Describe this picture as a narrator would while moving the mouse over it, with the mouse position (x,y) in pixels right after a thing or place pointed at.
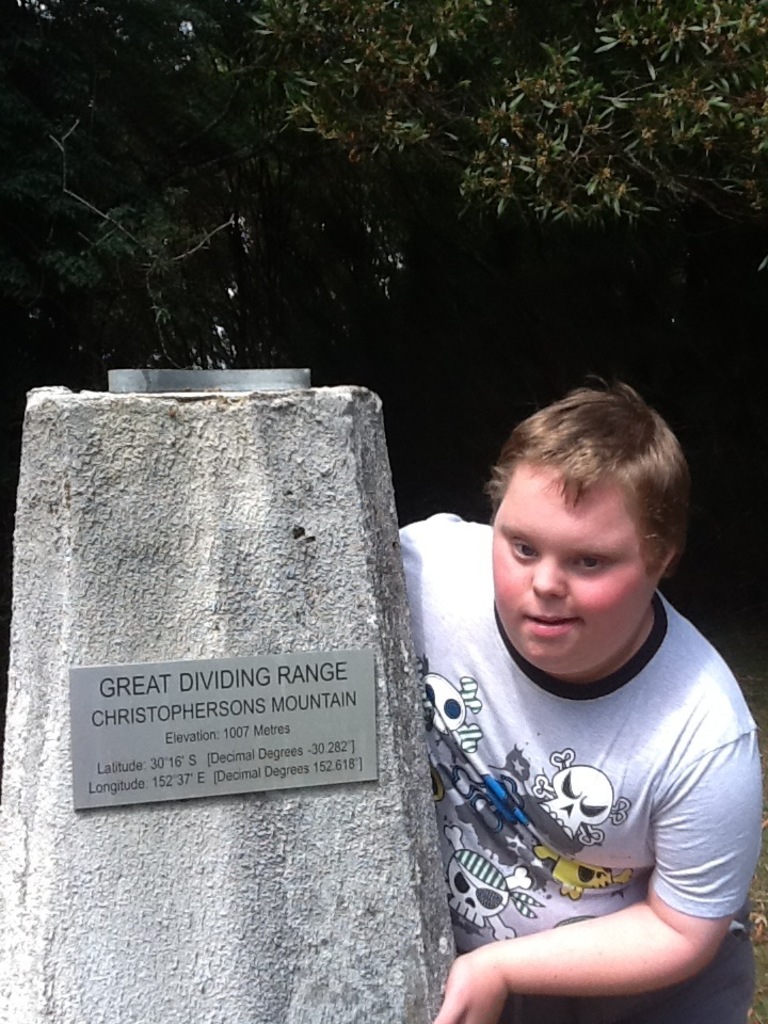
In this image, we can see a person (503,759). Beside him, there is a pillar (166,874) with name board (217,726). Background (741,103) we can see trees (310,285).
